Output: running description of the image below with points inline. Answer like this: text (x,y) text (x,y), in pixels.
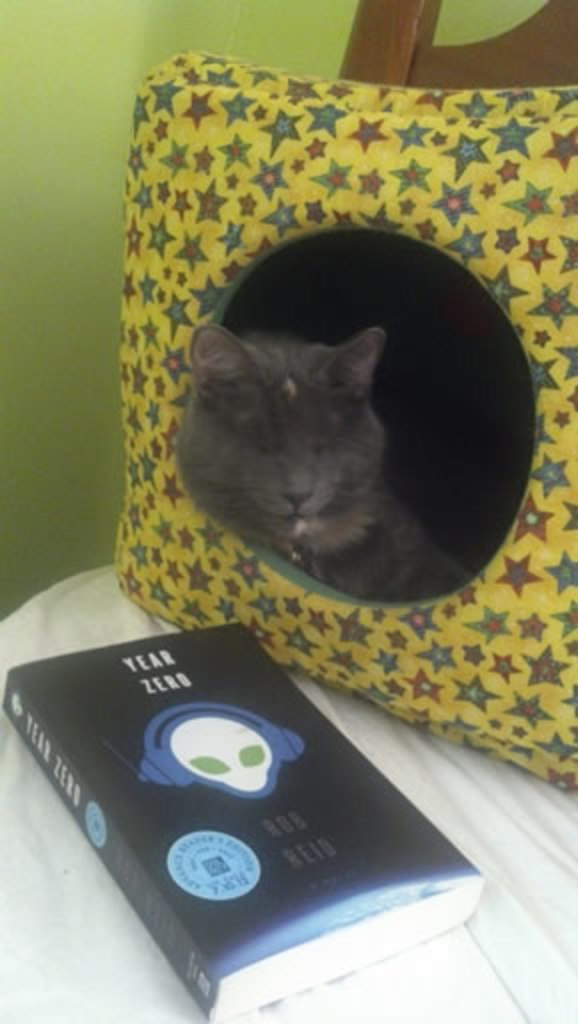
In the image we can see there is a cat (364,488) sleeping on the pillow (427,511) and there is a book (402,858) kept on the chair (546,852).
